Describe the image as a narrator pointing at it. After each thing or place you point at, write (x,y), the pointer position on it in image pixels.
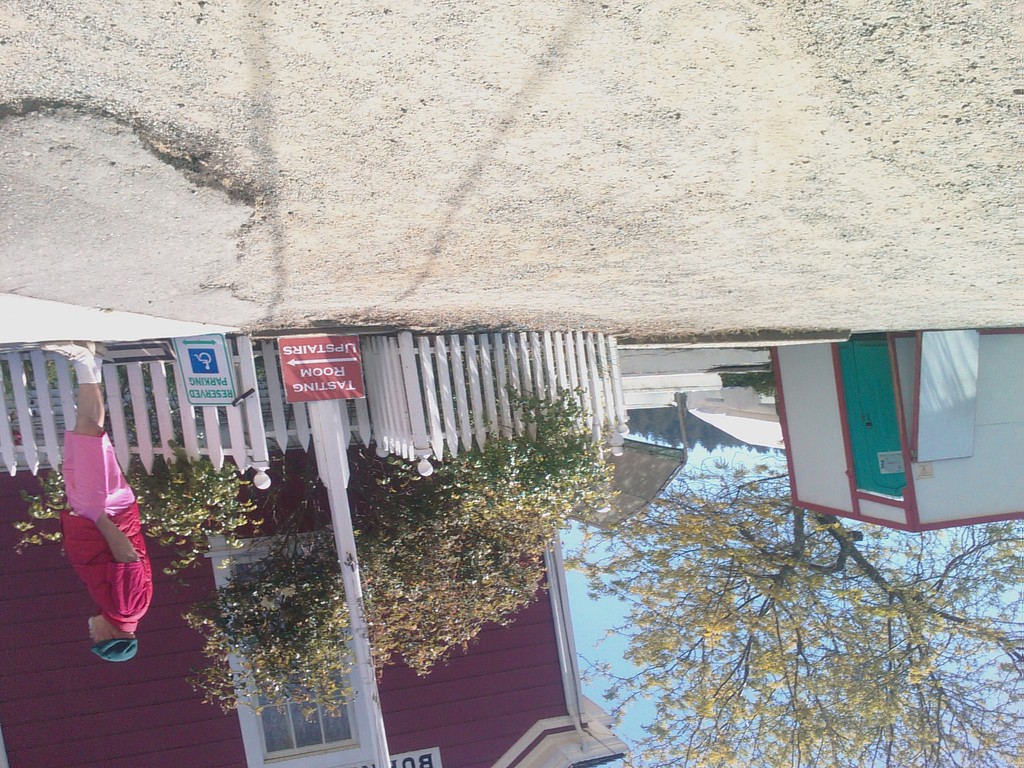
In this image I can see the image is reversed where I can see the trees (502,512). I can see a person (111,497) standing. I can also see some boards (333,361) with some text (308,387) written on it.
